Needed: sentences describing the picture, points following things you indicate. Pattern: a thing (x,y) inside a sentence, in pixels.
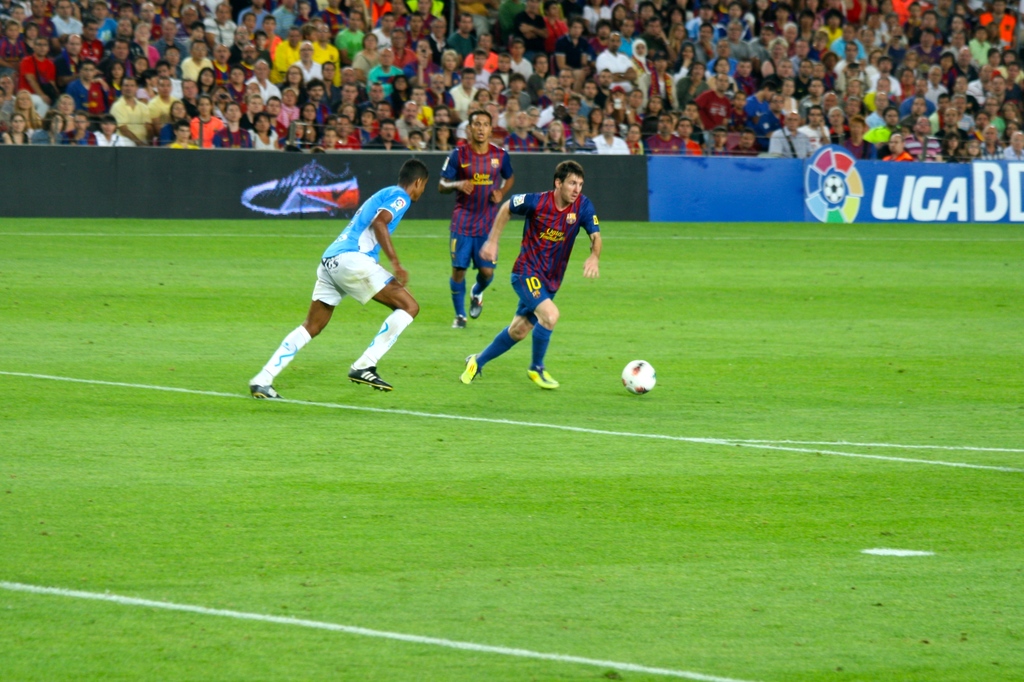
In this image three players (542,216) are playing on the ground (479,335). This is a football (633,379). There is boundary (125,159) around the ground (720,227). On the gallery (881,88) many people (335,73) are sitting and watching the match.
